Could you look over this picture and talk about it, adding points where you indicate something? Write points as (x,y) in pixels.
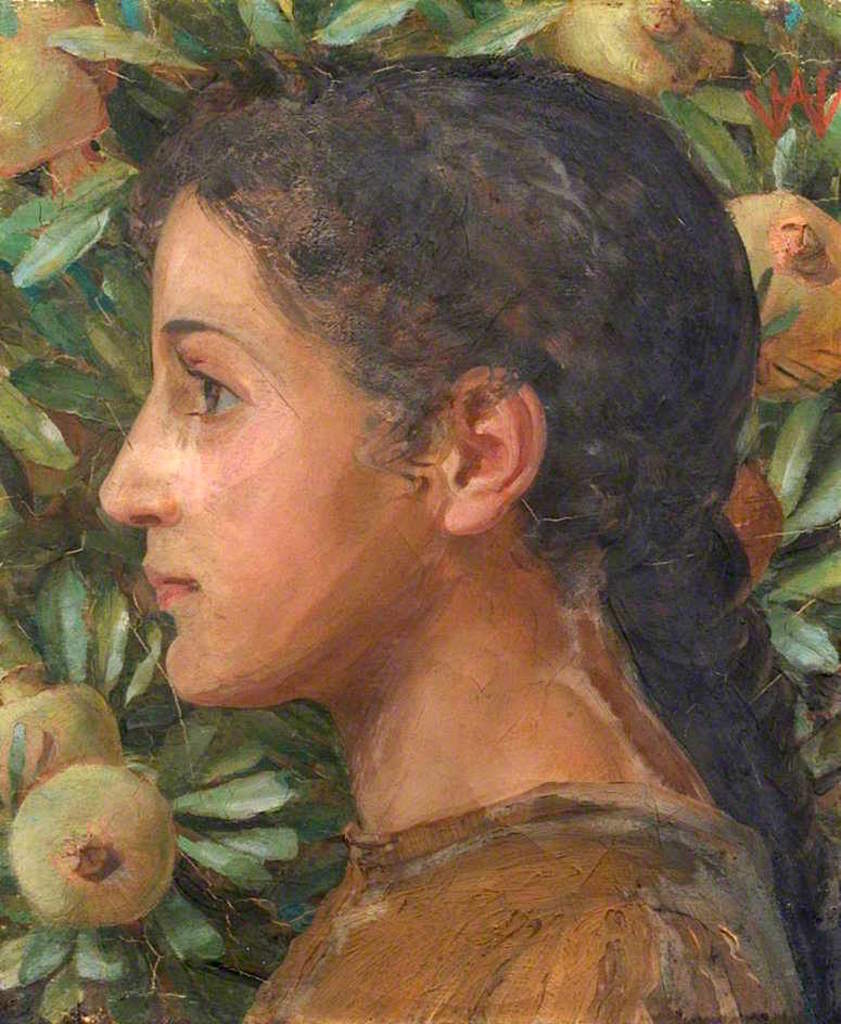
In the picture there is a painting (376,312) of a woman (522,576) and behind the women (593,941) there are some fruits (78,788) and leaves (706,124).
